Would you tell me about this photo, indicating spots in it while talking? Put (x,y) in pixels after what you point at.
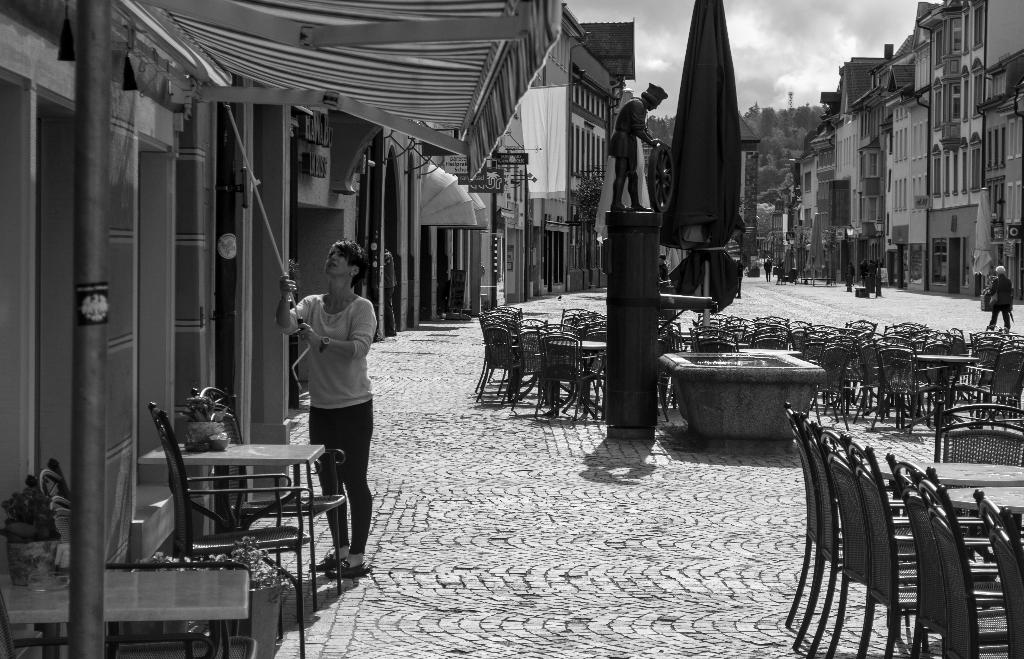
In this image I can see a woman (279,307) is standing in the front (353,311) and I can see she is holding a rod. On the both sides of the image I can see number of chairs (1013,657), few tables (948,369), number of buildings (1014,153), number of boards (448,162) and on these boards (519,161) I can see something is written. In the background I can see few people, number of trees (765,195), clouds (740,95) and the sky (689,24). In the centre of the image (626,390) I can see a sculpture (658,214) and few other things (733,143). I can also see this image is black and white in colour.
